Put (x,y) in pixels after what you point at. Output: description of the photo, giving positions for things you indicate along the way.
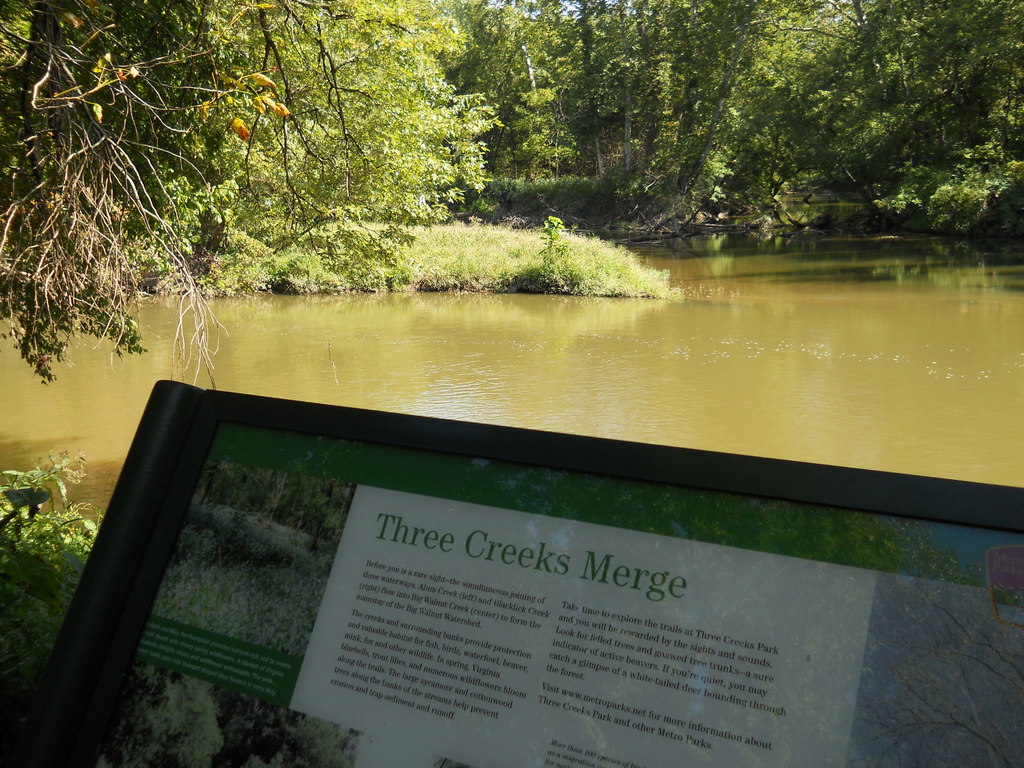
In this image, we can see a board (854,600). On the board (531,608), we can see some text (731,695) in it. In the background (488,232), we can see some trees (889,118), plants (597,264), water (857,361) in a creek (898,393). At the top (629,5), we can see a sky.
